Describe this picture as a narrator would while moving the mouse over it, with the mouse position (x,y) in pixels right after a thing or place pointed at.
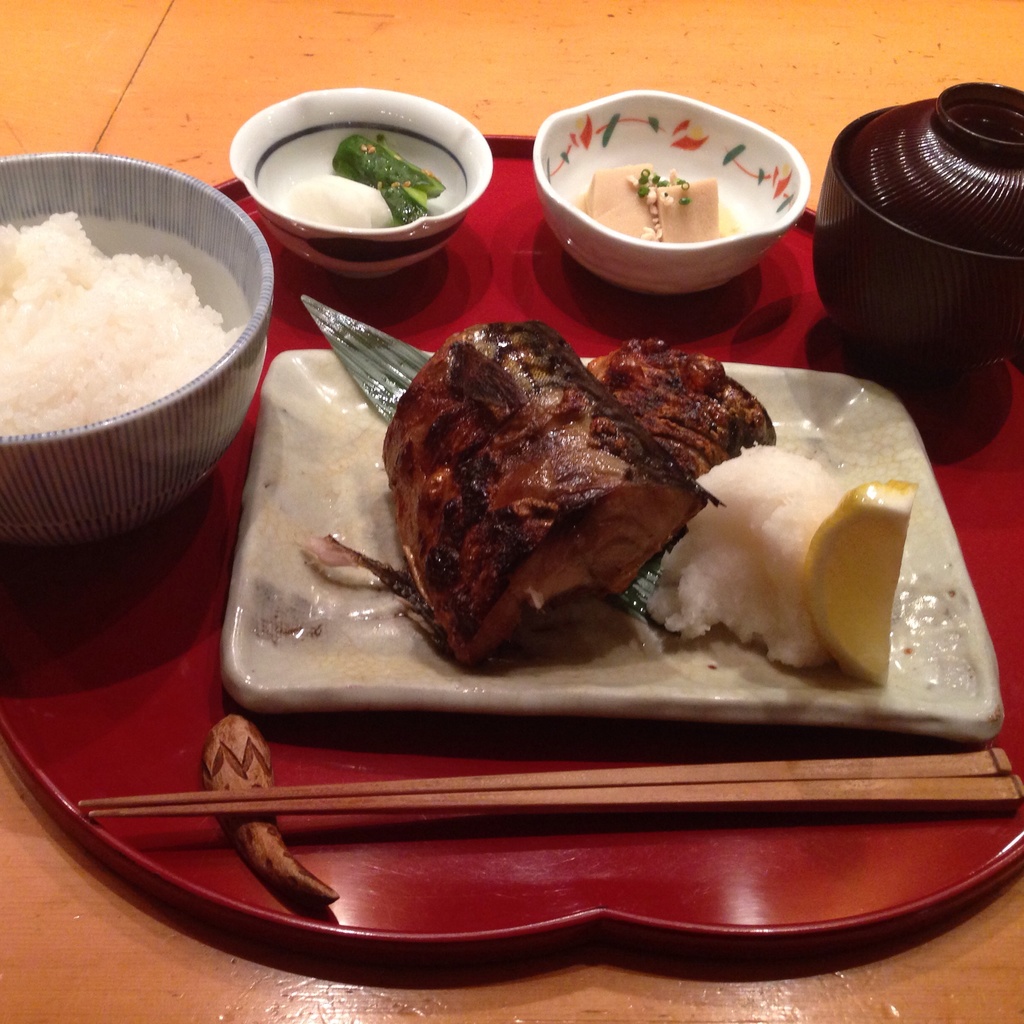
In this image I can see the plate (581,625) and the bowls (230,276) with food (487,461). To the side I can see the chopsticks (645,778). These are on the red color board (545,884). The board (540,881) is on the brown color surface (356,58).
